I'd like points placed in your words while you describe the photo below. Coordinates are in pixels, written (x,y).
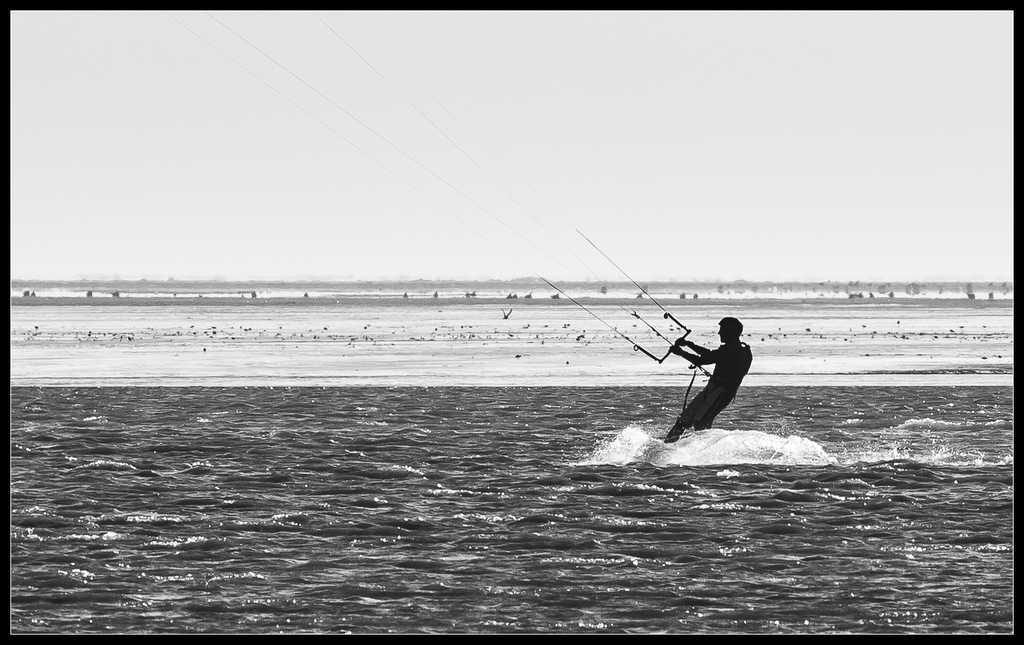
In this picture I can see a human (691,424) kitesurfing on the water (552,440) and I can see a cloudy sky (556,166).
